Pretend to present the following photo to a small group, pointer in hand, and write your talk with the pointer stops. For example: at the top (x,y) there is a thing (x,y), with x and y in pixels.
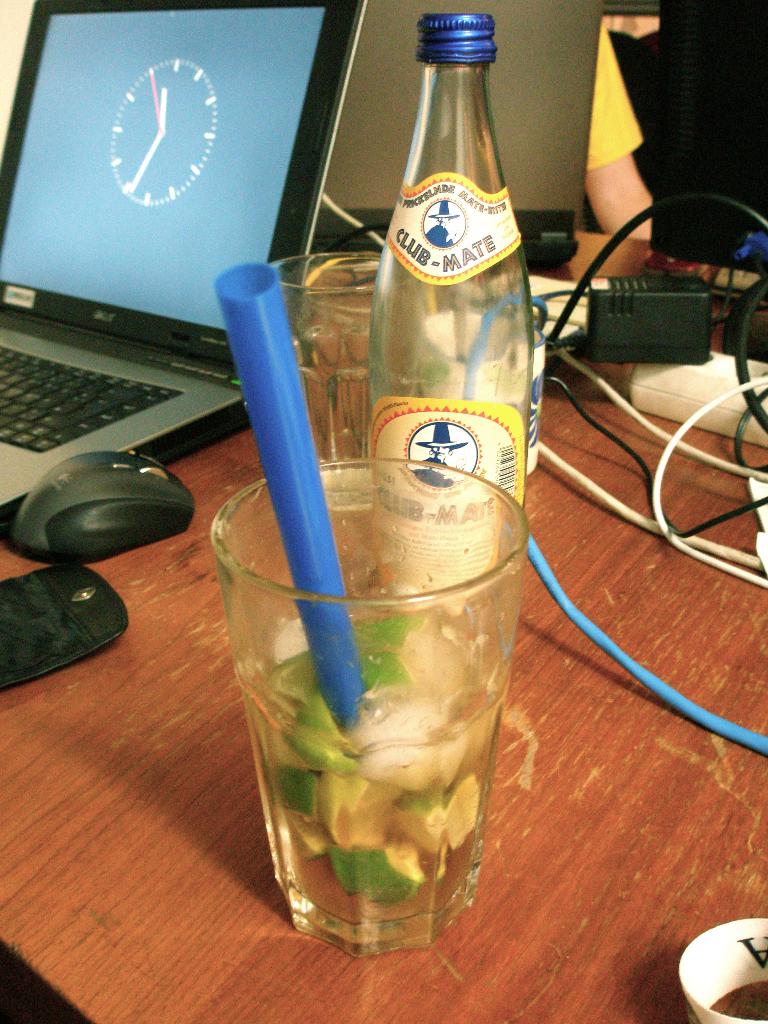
In the image there is a table (114,683). On table (123,732) we can see a glass (318,729) with some liquid content (349,768), straw (312,511), mouse (114,492), laptop (106,287), bottle (428,301), wires (721,400), switch board (725,381). On right side (607,209) there is a hand (624,163) of a person (598,97).
